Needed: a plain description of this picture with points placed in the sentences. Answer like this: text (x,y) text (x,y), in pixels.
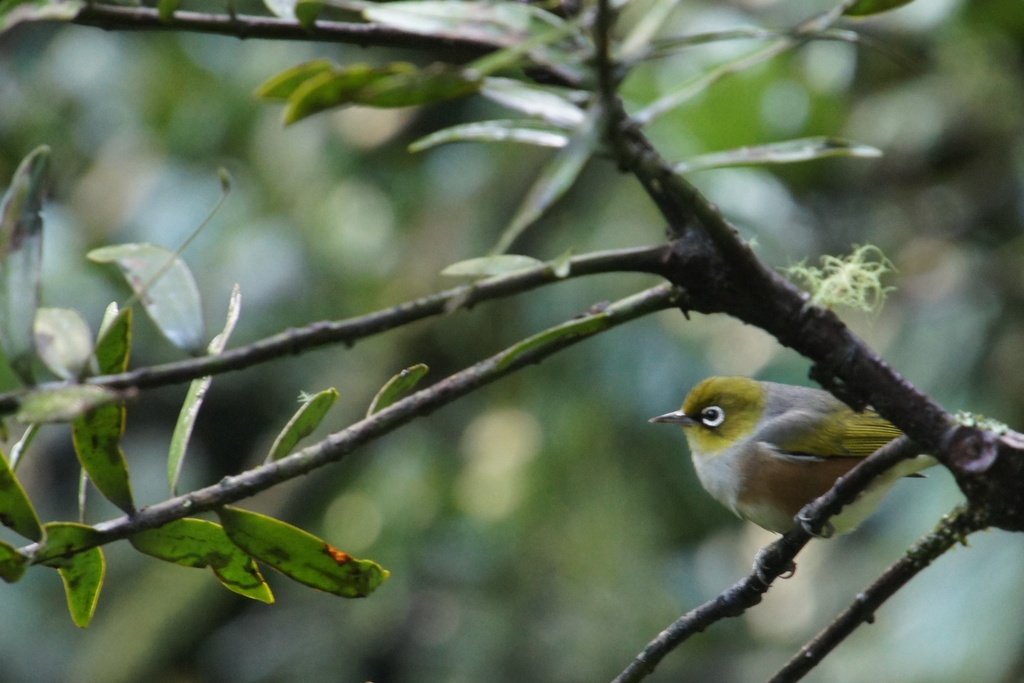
In this image we can see a bird (790,439). A bird (811,449) is sitting on a branch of a plant (675,217).
